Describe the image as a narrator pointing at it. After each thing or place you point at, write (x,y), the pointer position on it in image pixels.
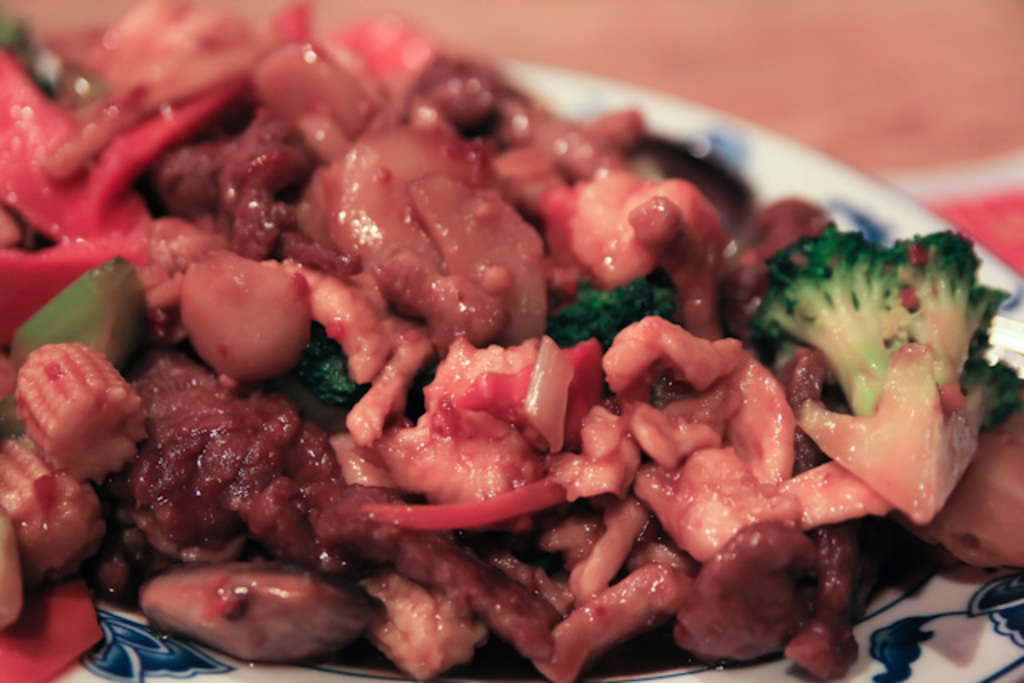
In the image there is a white plate (210,656) with broccoli (856,314), baby corns (71,443) and some other food items (338,326) in it.
